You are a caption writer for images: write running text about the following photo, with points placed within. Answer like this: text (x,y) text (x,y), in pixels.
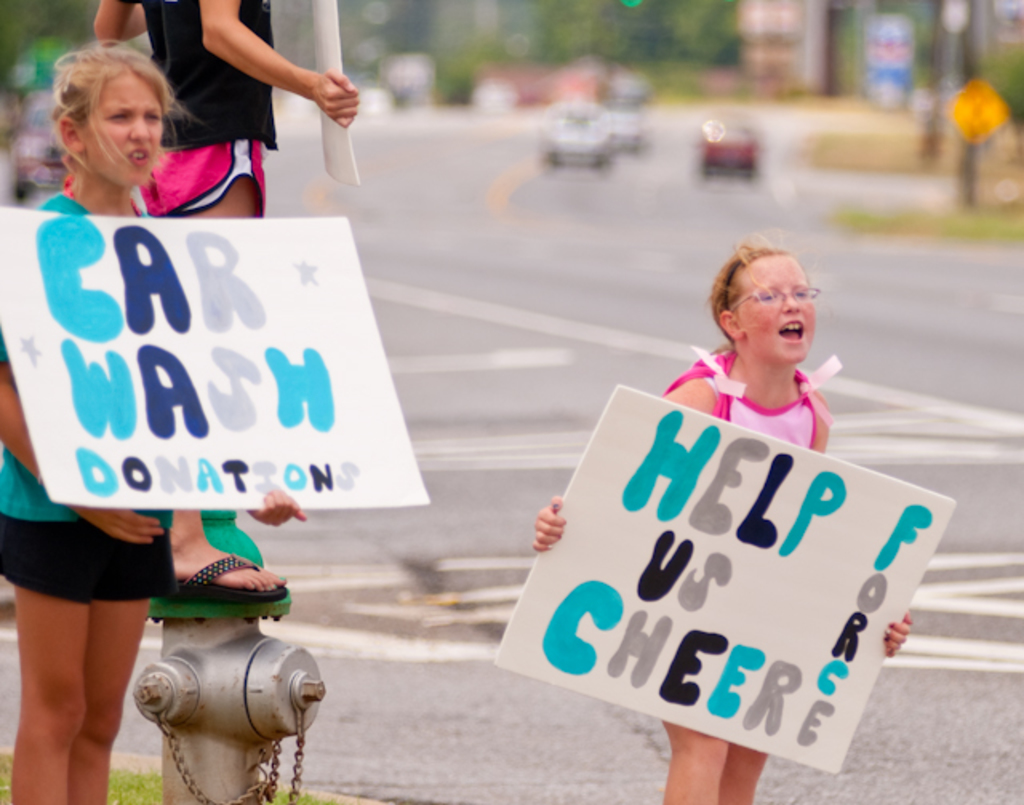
In this image there are three kids (105,193) holding poster (224,366) in their hands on that posters (368,491) some text (133,383) is written, in the background (878,422) it is blurred.
